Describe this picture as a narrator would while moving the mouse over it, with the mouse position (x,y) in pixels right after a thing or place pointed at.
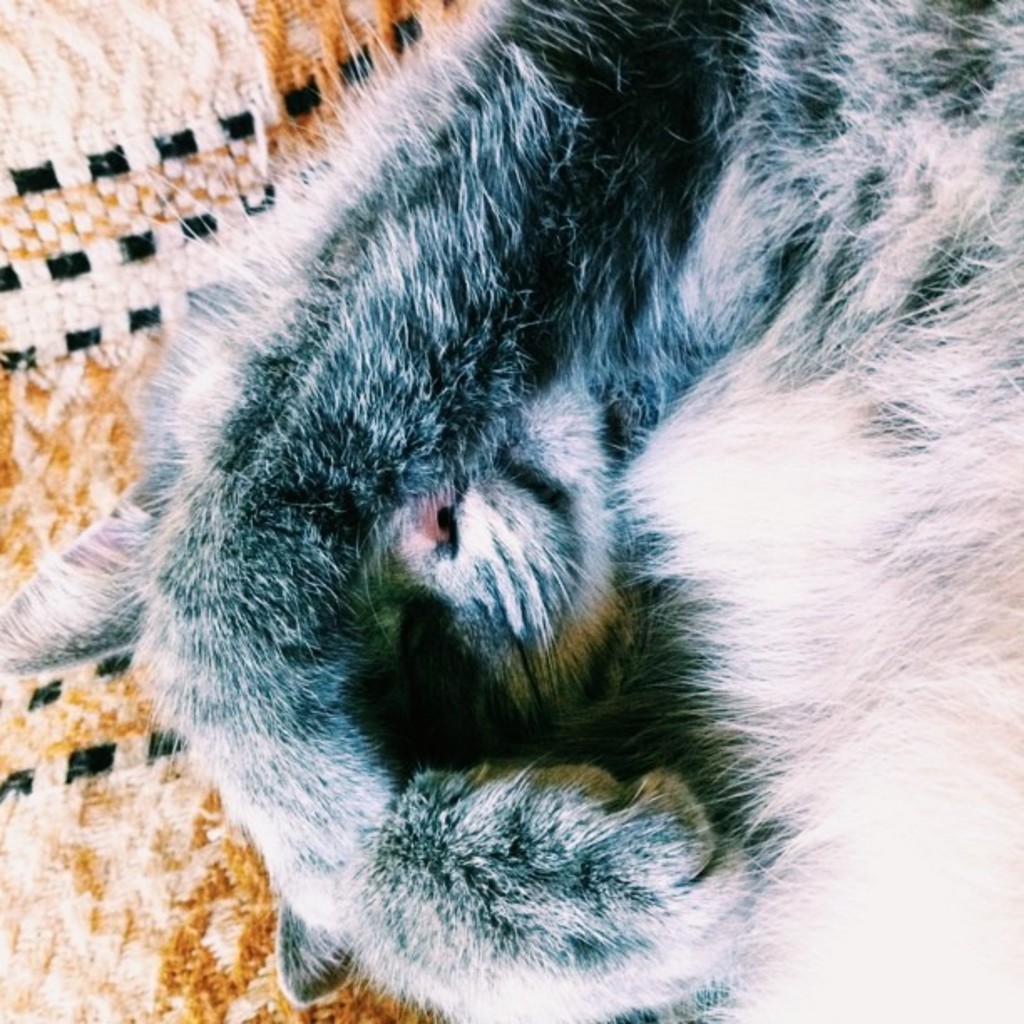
In this image we can see a cat (438,905) and in the background (276,1009), we can see an object (134,770) which looks like a cloth (238,97).
